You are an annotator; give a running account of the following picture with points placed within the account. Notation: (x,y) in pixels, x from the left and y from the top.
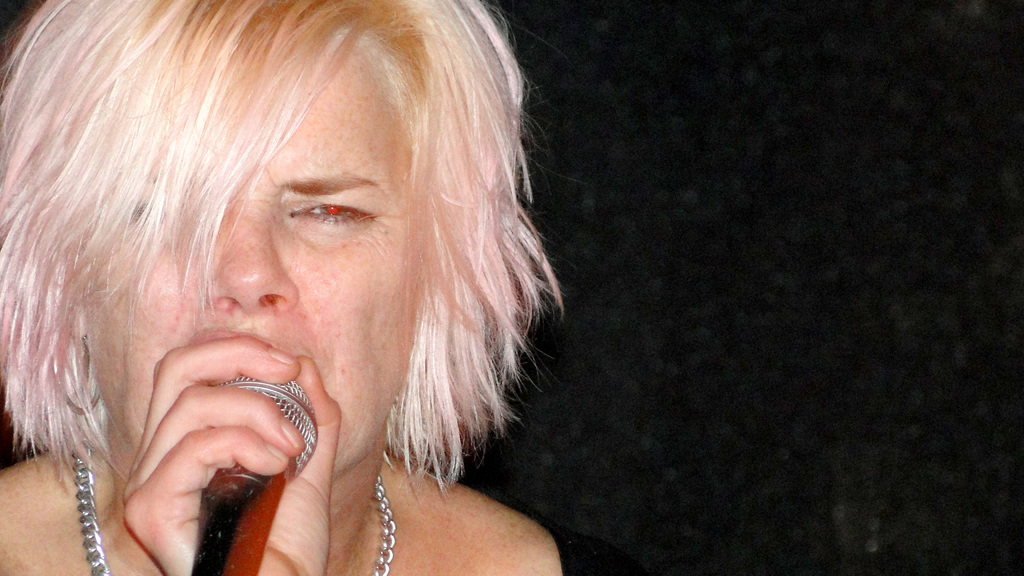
In this image there is a woman (303,234) who is holding the mic (238,484). She is wearing the metal chain (102,540). In the background (795,353) there is dark.
